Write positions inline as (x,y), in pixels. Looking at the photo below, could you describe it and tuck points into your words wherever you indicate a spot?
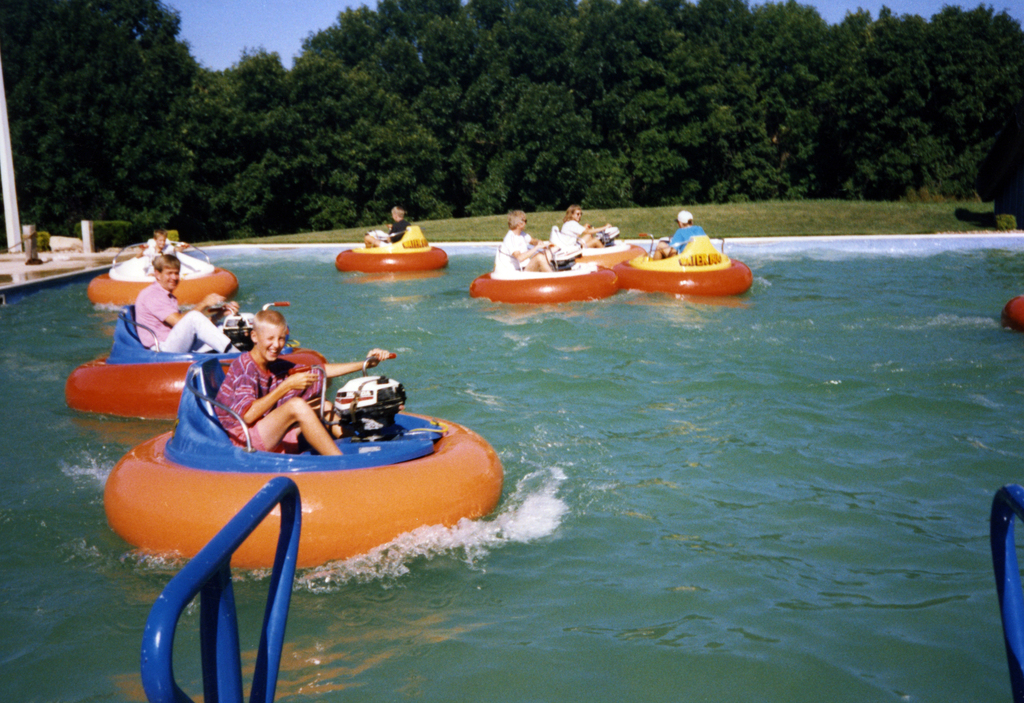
In this image it seems like a swimming pool (736,454) in which there are tubes (163,434) on which there are people (312,415). In the background (576,136) there are trees (702,107). At the top (240,16) there is the sky (256,21). People (545,269) are riding by sitting on the tubes (262,457).
